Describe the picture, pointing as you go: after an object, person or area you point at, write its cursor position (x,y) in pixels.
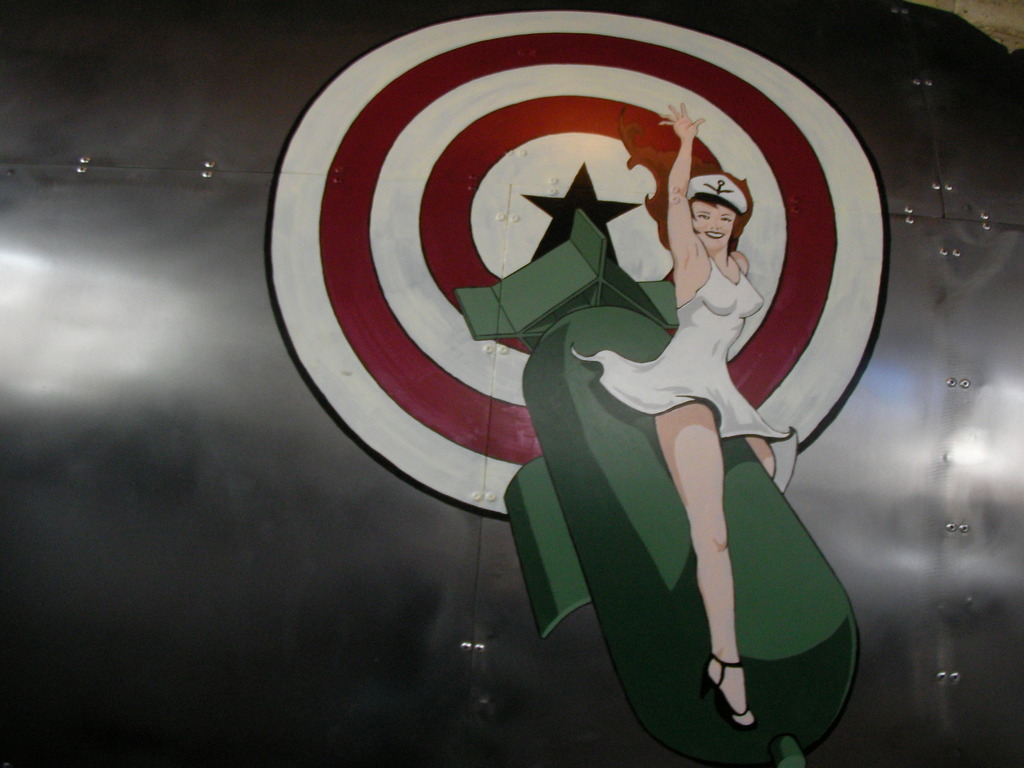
In this image there is a depiction of a person (753,728) sitting on the rocket (791,622) which is on the black color surface (804,464).
